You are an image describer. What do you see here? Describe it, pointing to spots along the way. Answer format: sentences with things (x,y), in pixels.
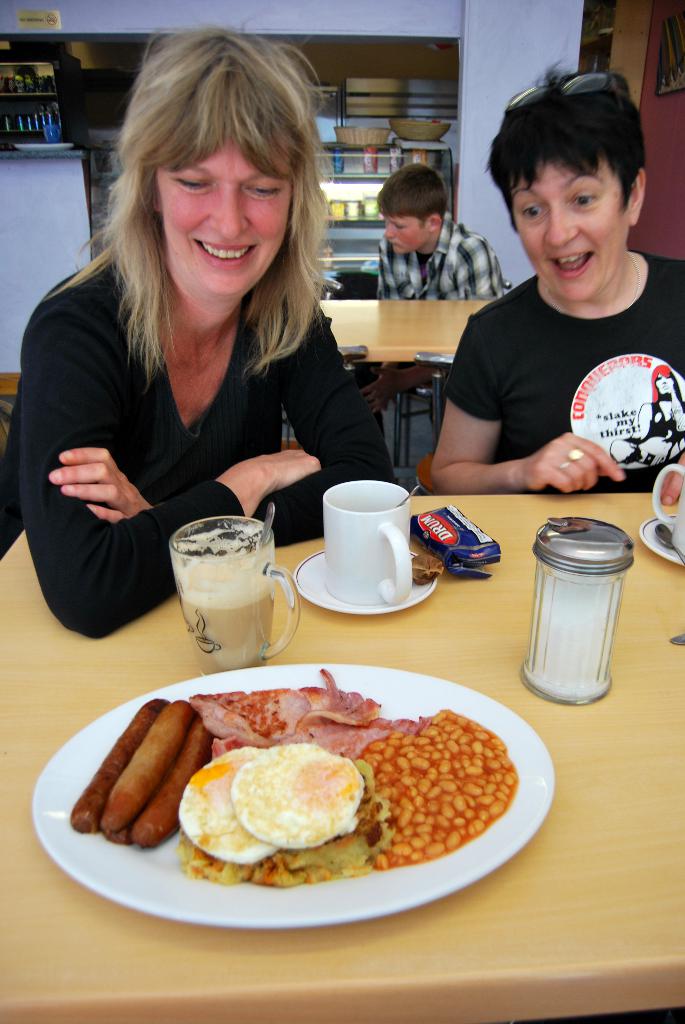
In this picture there are two ladies (126,160), those who are sitting on the chairs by resting their hands (276,468) on the table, they are smiling at facing the food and there is a cup of coffee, snacks wrappers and salt container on the table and there is a boy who is sitting behind the table (326,306) and there is a container of food (358,220) which is placed behind the boy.
